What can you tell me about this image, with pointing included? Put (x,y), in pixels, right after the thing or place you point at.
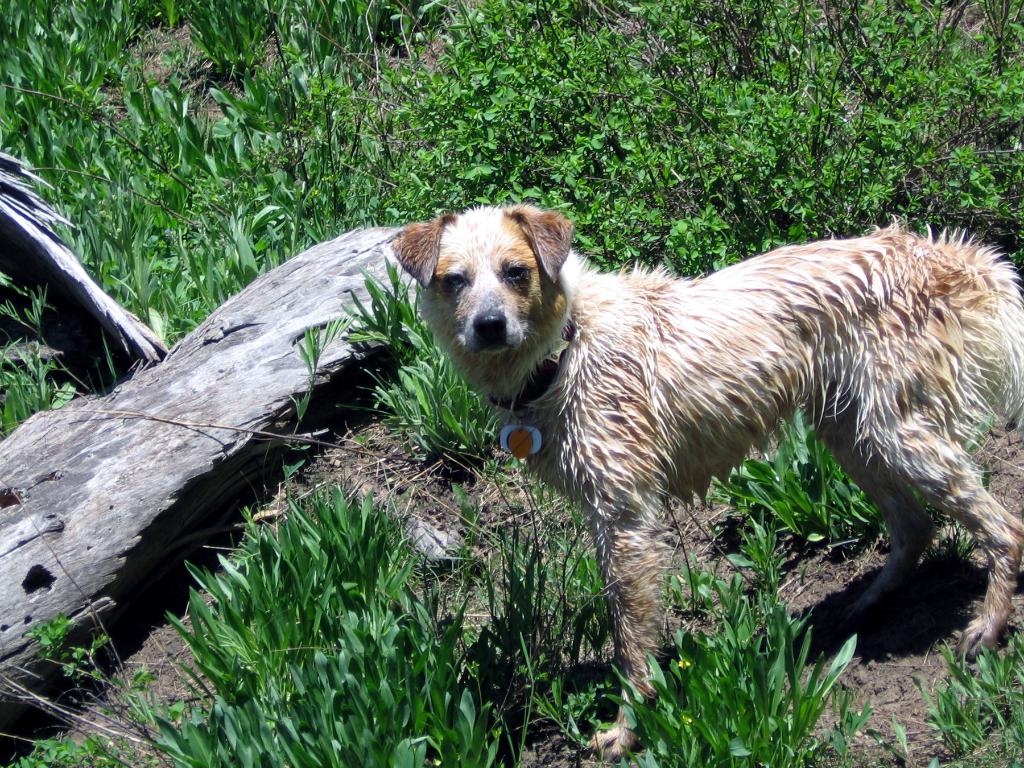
This picture is clicked outside. In the foreground (293,608) we can see the plants (494,594) and a dog (601,364) standing on the ground (1020,454). In the background (261,303) there are some objects (245,303) lying on the ground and we can see the plants (401,114).
